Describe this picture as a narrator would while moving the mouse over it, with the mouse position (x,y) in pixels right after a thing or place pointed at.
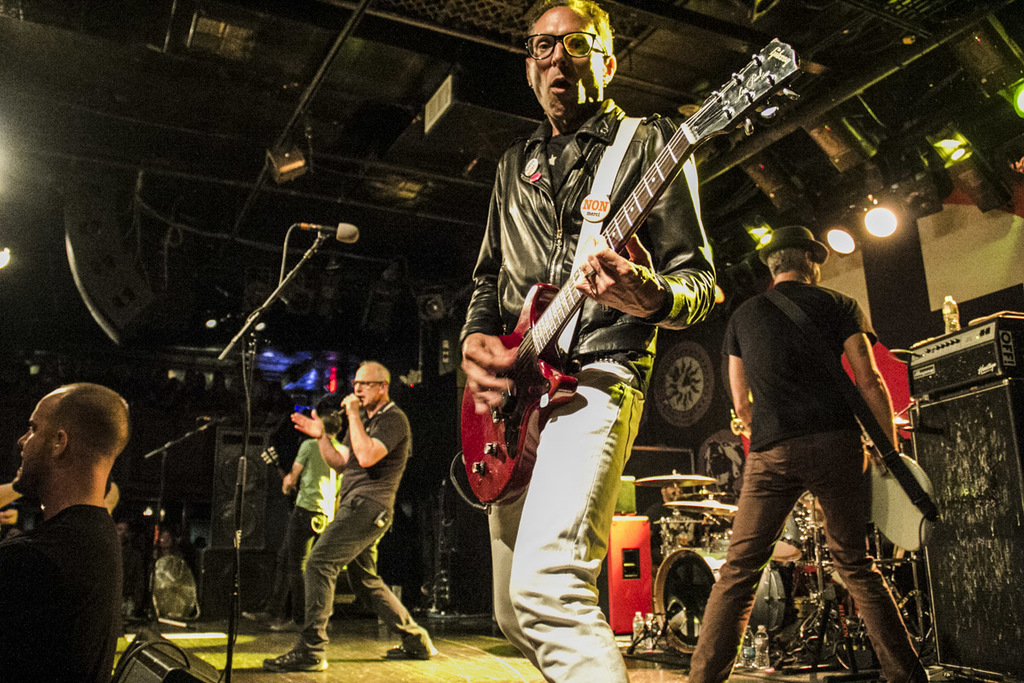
This is a picture of a man (590,676) standing and playing a guitar (470,423), another man (369,370) standing and singing a song, another man (825,321) standing and playing a guitar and in back ground (979,343) we have drums (690,529), focus lights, speakers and another person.
